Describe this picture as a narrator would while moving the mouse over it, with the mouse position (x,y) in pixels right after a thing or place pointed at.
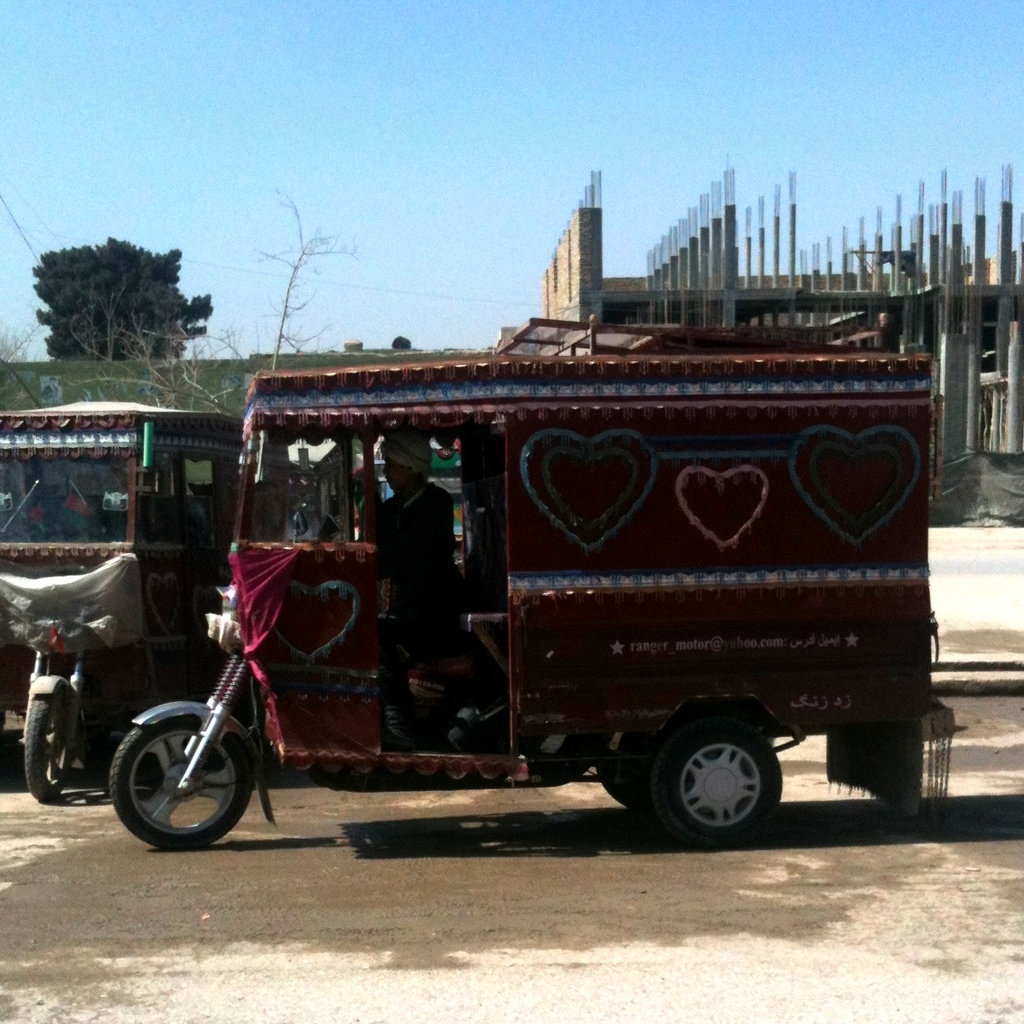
In this picture, we can see a few vehicles (534,737), road (957,790), peoples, and we can see construction of building (948,378), we can see trees (60,279), and the sky (218,257).
